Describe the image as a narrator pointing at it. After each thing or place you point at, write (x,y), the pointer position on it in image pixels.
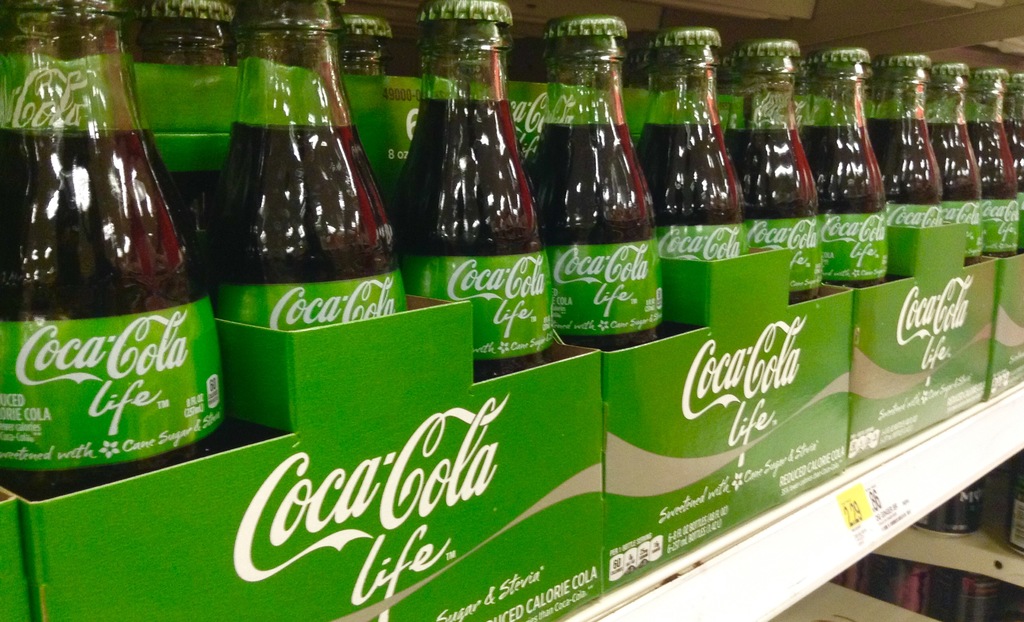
As we can see in the image there are few bottles (485,220) in boxes (566,439).
